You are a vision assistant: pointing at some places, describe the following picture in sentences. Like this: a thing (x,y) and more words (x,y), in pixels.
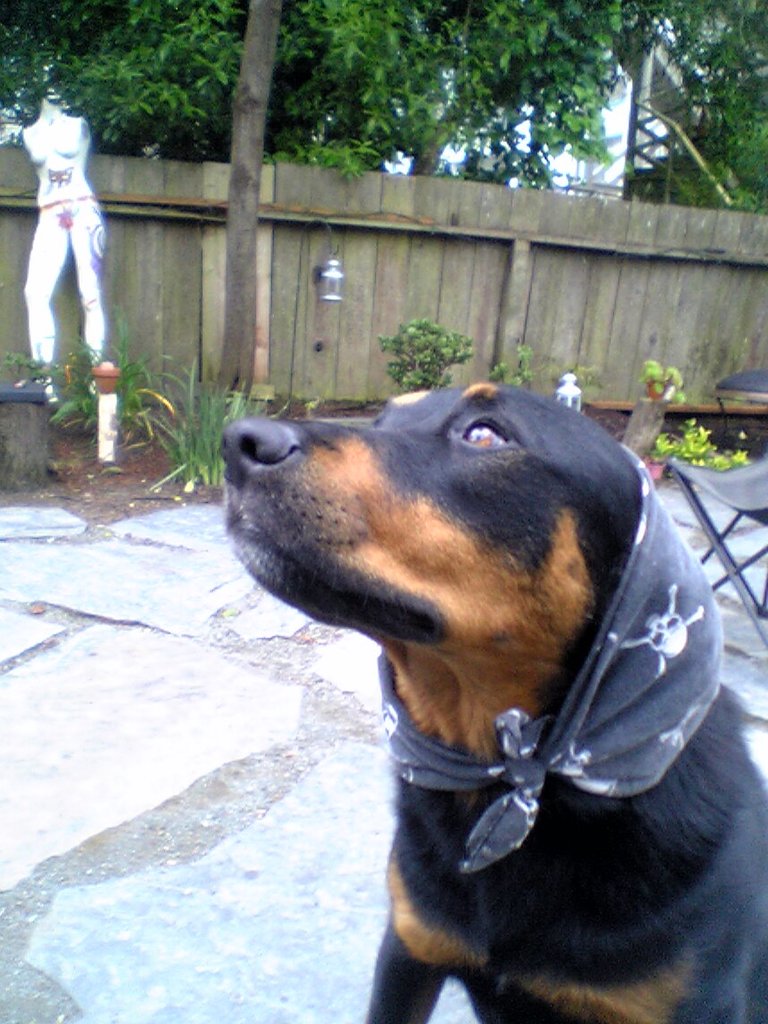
In this image we can see a dog (488,681) with cloth (631,594) and in the background (284,13) there are few plants (463,340), trees (260,48), a light (328,275) hanged to the wooden fence (411,294) and few other objects (102,235).
